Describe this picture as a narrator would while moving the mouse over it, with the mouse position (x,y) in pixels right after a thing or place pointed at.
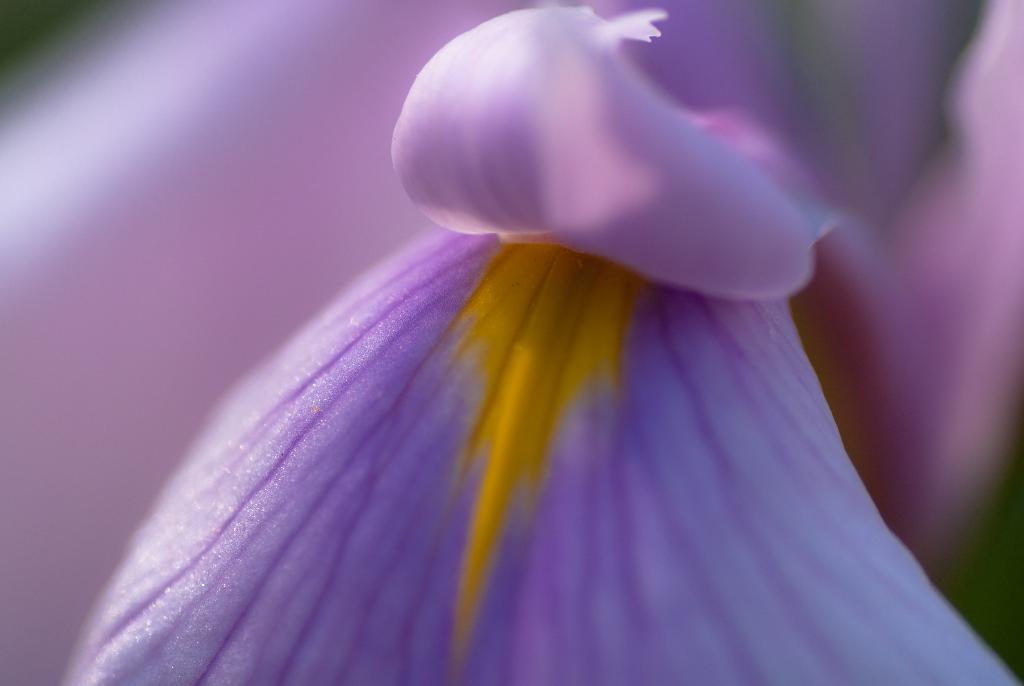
In the image there is a purple color flower (505,292) visible.
